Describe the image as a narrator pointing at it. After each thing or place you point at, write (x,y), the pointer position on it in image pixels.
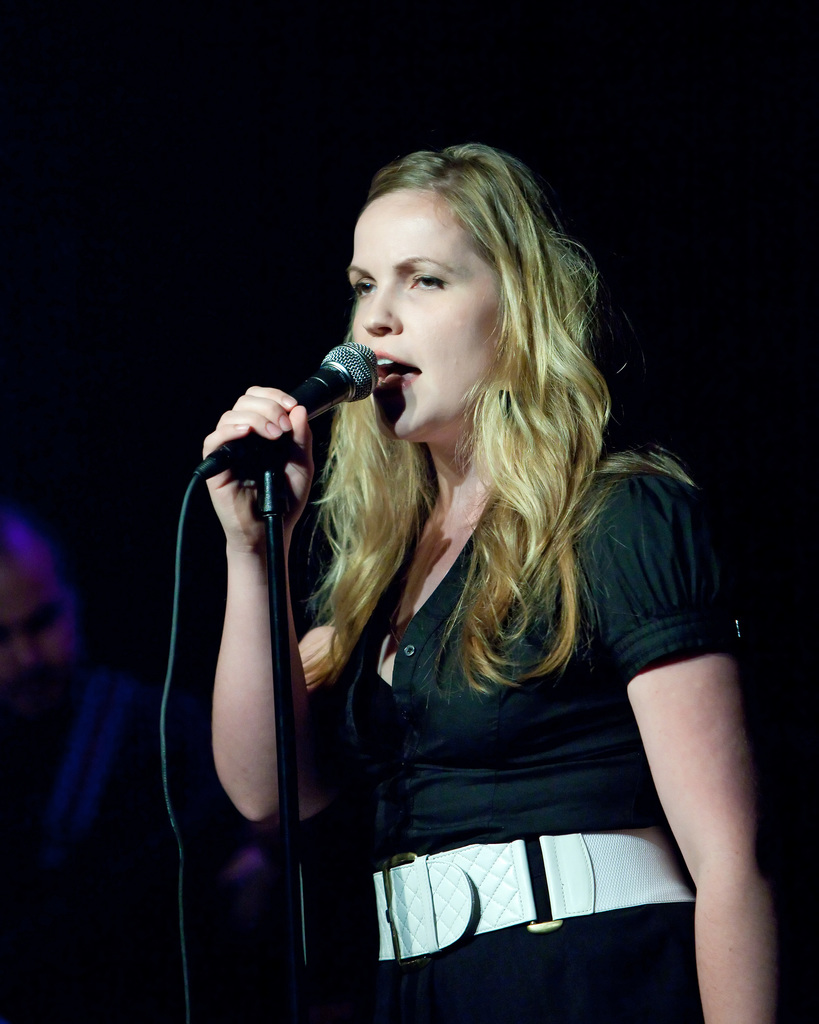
In the image there is a woman (539,752) standing and singing. She is holding microphone (280,436) in her hand (293,423). The background (119,313) is dark.
